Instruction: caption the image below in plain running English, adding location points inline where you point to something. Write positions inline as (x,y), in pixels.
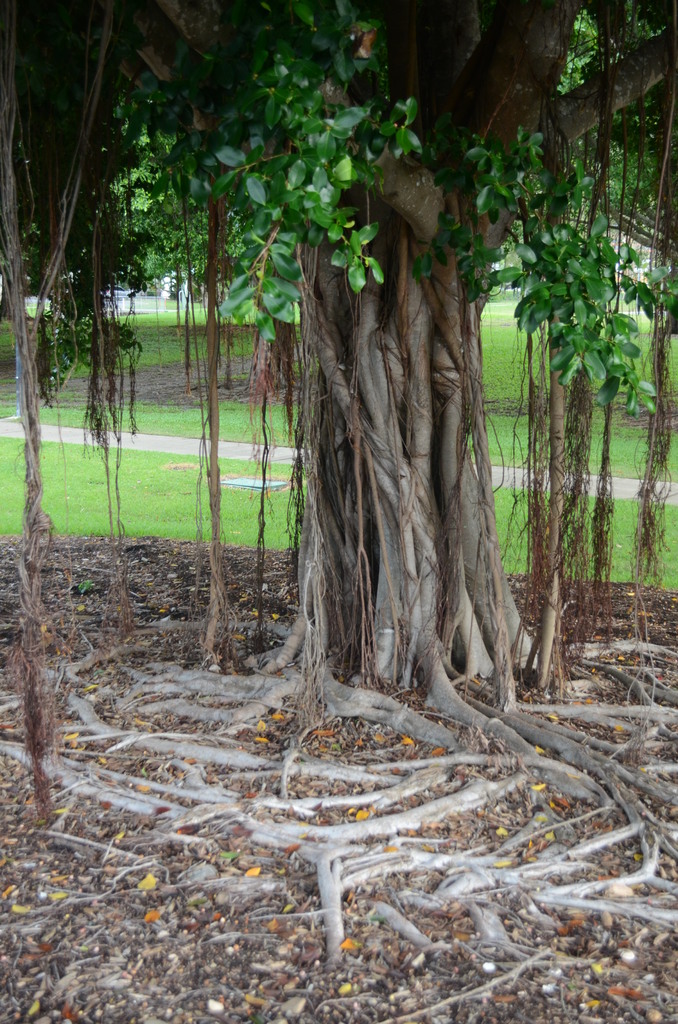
Here I can see a tree (374,479) along with the roots (329,765). In the background (157,505) there is grass (157,495) on the ground (157,495).
